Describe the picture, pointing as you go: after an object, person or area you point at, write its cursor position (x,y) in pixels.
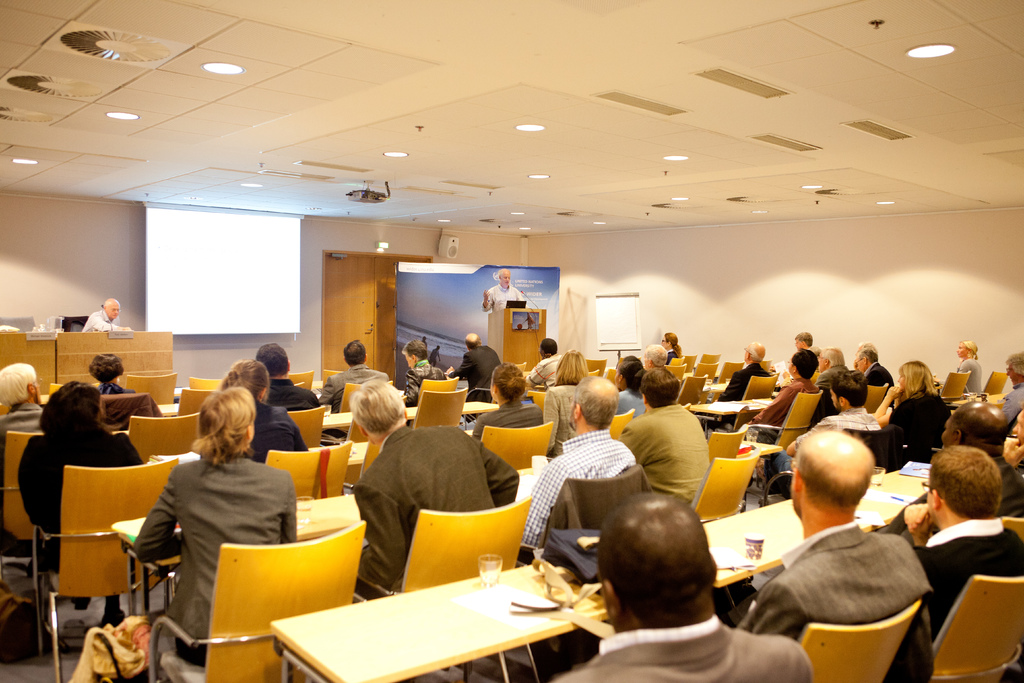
This image is clicked in a room (40,224) where there are so many tables (771,519) and chairs (949,625) people (781,412) are sitting on the chairs (838,651). On the table (437,636) there are glasses (485,564), papers (489,607). In the middle (472,283) there is a screen (253,233). On the top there are lights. There is a person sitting on the left side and there is a podium (489,324) on, in the middle (519,314), a person (508,295) is standing near the podium (504,333) with the laptop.
